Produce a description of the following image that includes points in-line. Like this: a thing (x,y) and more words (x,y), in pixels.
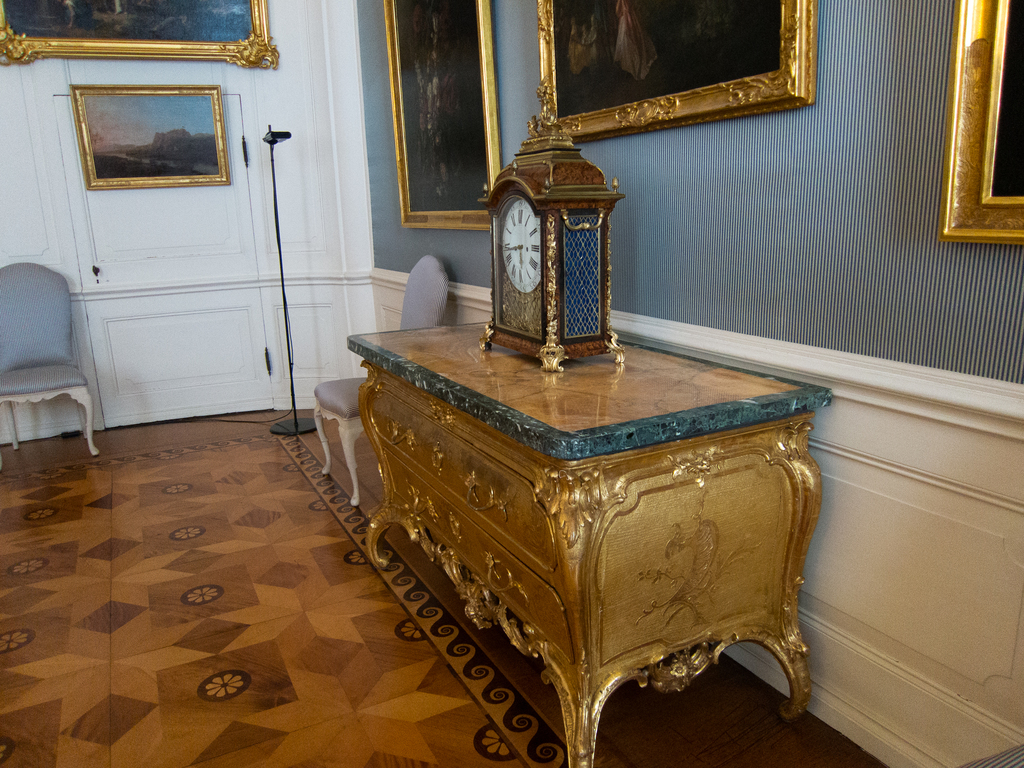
In this picture we can see a room (266,222) with chairs (49,334), door (108,293), pole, table (417,362) and on table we have watch (519,204) and in background (332,25) we can see wall (225,89) with frames (114,123).
